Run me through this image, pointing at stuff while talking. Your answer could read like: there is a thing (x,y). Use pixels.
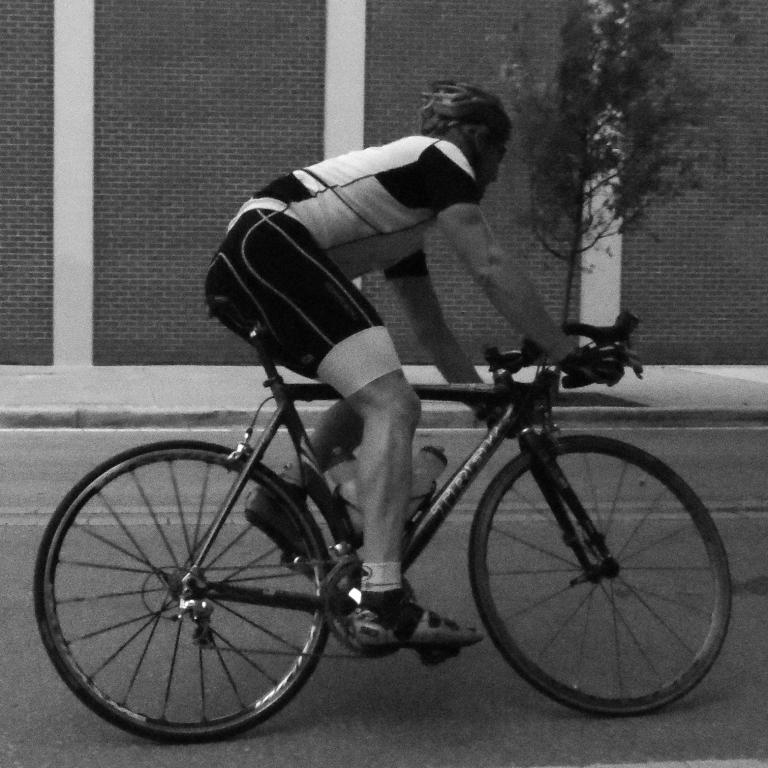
A person (347,363) is riding a bicycle (233,458) behind him there is a plant (629,36).
